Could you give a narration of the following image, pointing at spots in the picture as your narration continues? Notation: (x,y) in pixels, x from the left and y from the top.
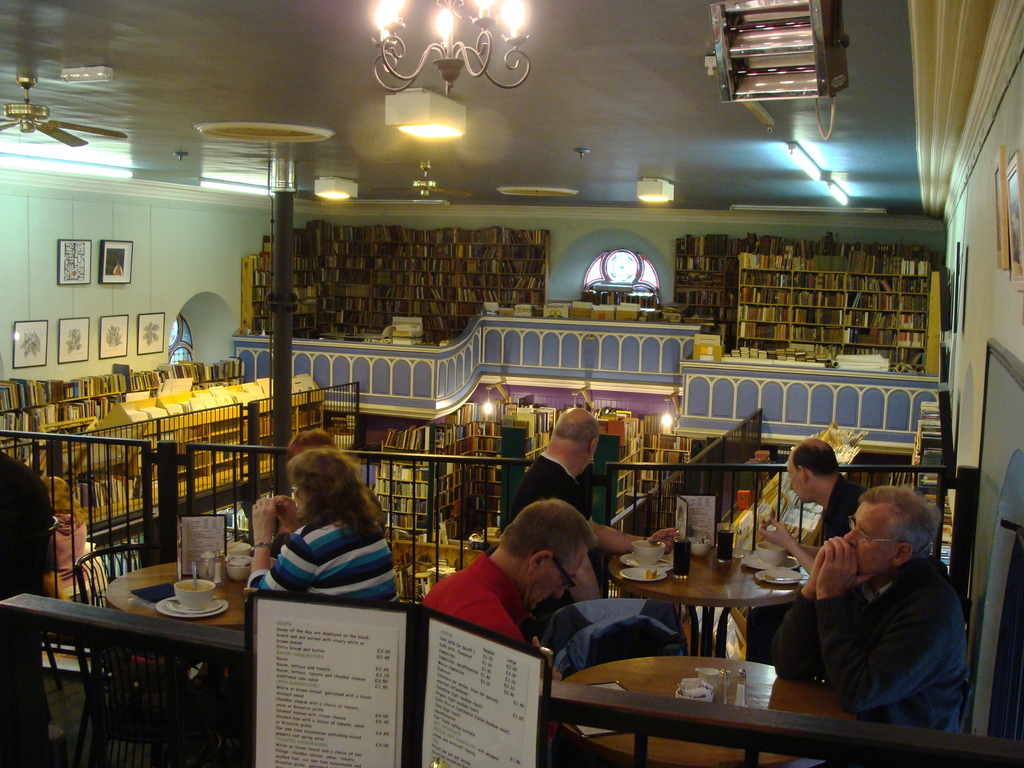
In this image on the right (763,641) there is a table (703,587), cup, plate (642,569) and four men (906,616) sitting on the chairs (561,656). On the left (154,579) there is a woman (255,533), table (126,576) and chairs (141,678). In the back ground (244,437) there is a library (392,363), books (760,333), light (429,113), fan (84,131), photo frame (114,321), window (182,346) and wall (207,241).
